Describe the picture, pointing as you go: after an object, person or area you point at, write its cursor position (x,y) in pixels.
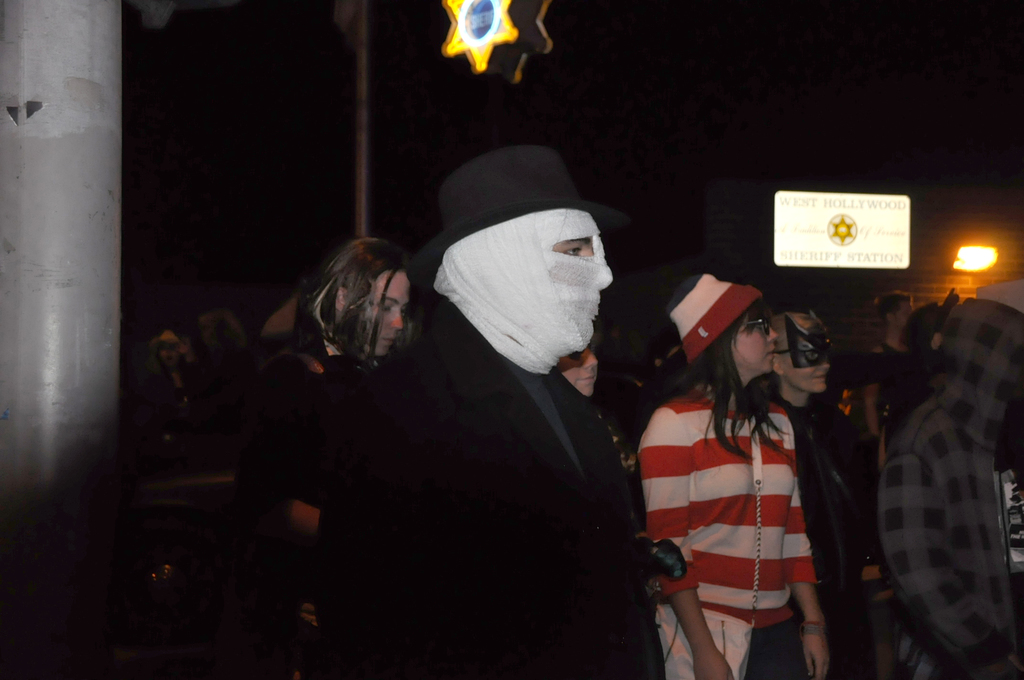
There are many people (712,417). Some are wearing hats (726,302), specs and masks (595,317). In the back (920,278) there is a brick wall (931,276) with light (972,248). Also there is a pole (19,297) on the left side (70,275).
